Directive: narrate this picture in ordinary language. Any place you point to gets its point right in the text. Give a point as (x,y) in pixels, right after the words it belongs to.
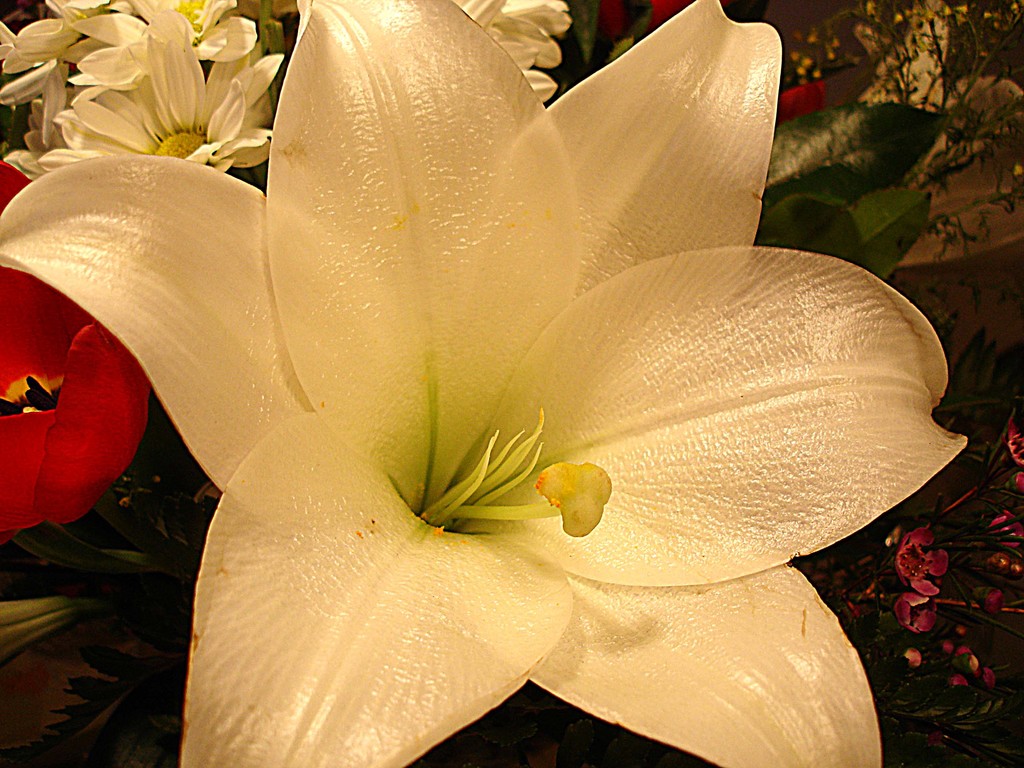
In the image we can see a flower (657,241). Behind the flower (605,82) there are some flowers (107,151) and plants (875,39).
